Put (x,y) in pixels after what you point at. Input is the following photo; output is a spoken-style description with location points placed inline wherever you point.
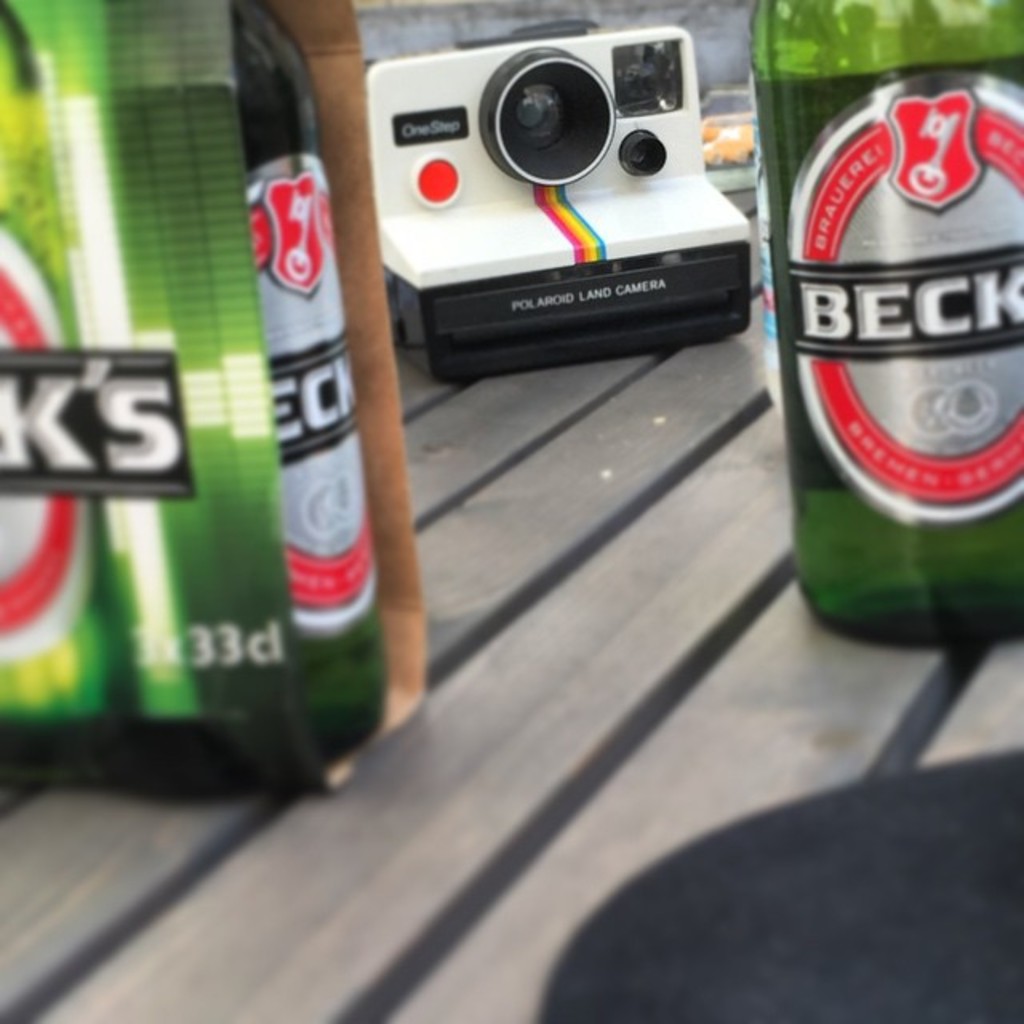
In this image there are two bottles (901,342) one at the right side (927,273) and one (322,432) is at the left side (302,385) on the bottle (905,344) we can read beck. In the center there is a camera (555,232) with red colour button (448,193) and black colour button (659,166) which is kept on the table (535,672).
